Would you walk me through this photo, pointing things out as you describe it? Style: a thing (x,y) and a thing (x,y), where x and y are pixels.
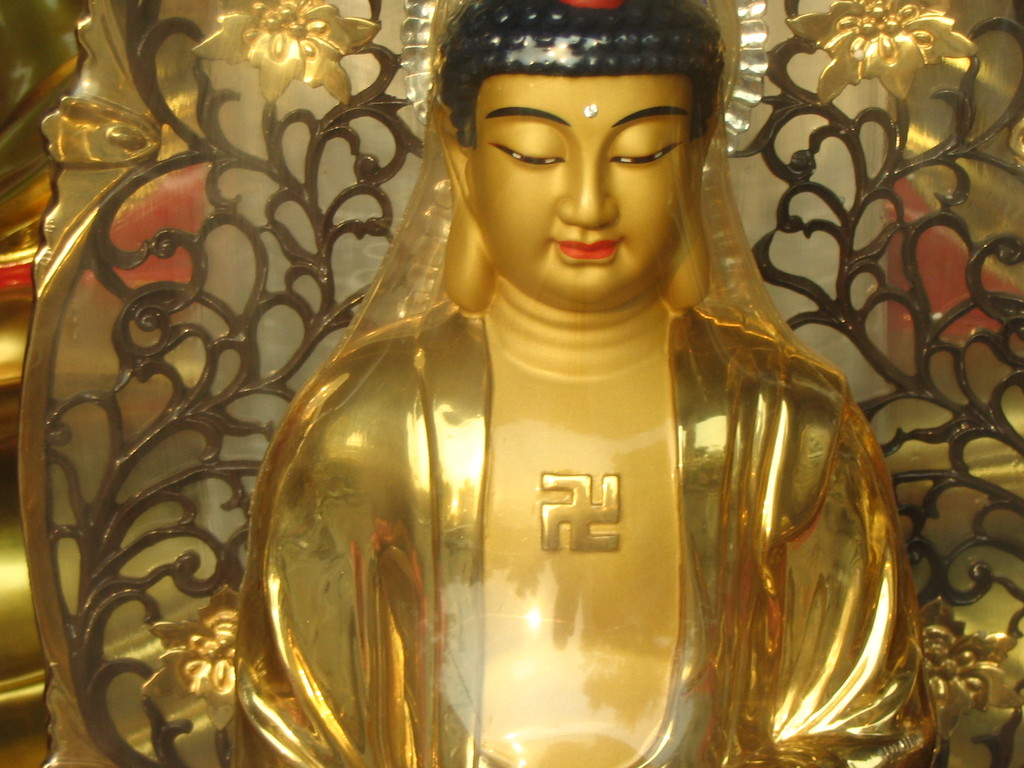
In this image we can see a statue (393,664).
